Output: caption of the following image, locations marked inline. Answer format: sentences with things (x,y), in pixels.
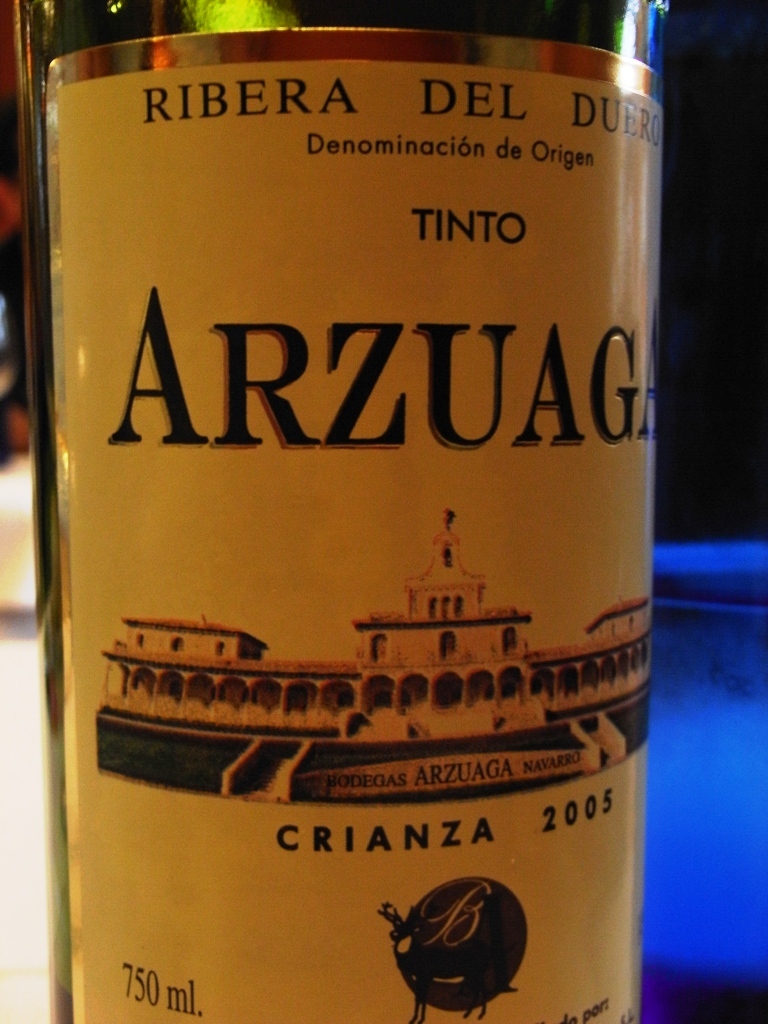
Here there is a black and yellow label wine bottle (339,389) scene in the image.
